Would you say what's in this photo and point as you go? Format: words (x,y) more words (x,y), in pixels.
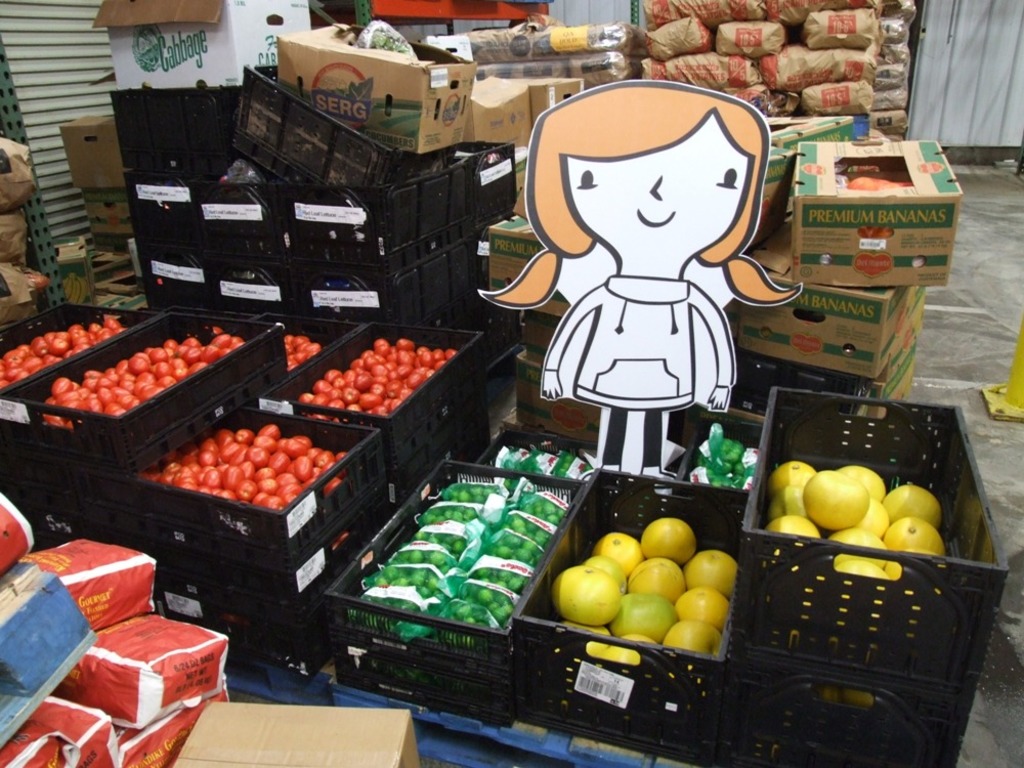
This picture seems to be clicked inside the room (218,605). In the foreground (235,737) we can see a box (264,745) and the packets (135,636) with the text (86,760). In the center (413,291) we can see the black color containers (345,427) containing tomatoes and some food items (816,507) and we can see the depiction (662,209) of a girl (652,285). In the center (498,262) we can see the boxes (453,98) and the bags (784,56) with the text (706,65). On the left (332,121) we can see the containers (225,131) and we can see the text (340,210) on the papers (254,284) which are attached to the containers (223,570). In the right corner (1019,377) we can see an object (1012,396) which seems to be the safety cone (1017,390). In the background (982,72) we can see the metal sheets (977,55) and some objects (17,249).
